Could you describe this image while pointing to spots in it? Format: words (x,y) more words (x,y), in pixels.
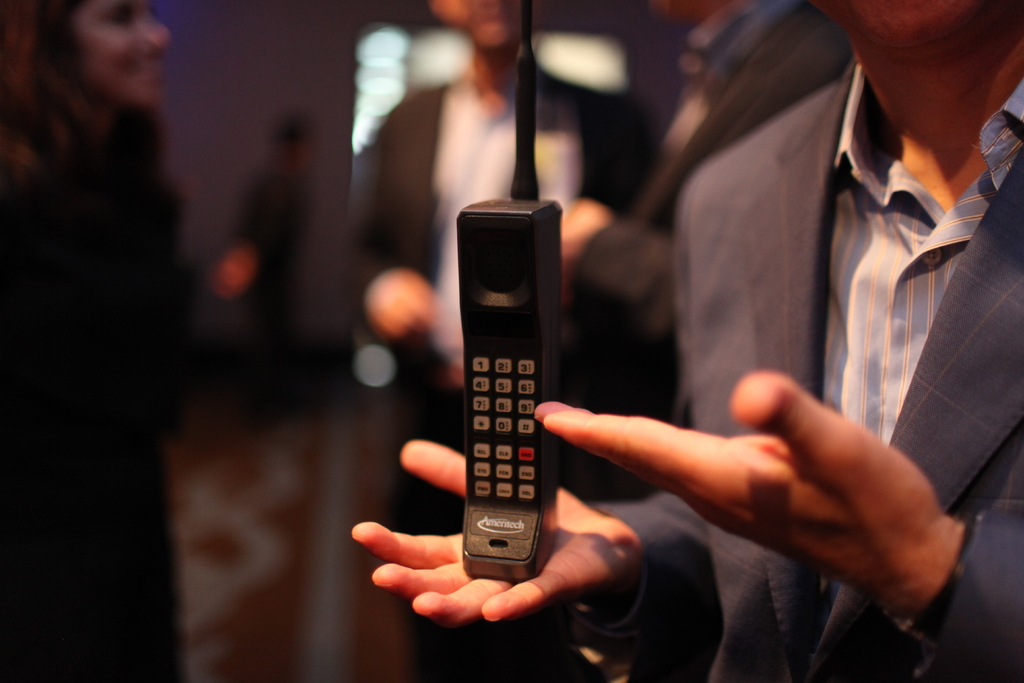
In the given image we can see there are many people (710,537) around. This is a telephone (501,390).
